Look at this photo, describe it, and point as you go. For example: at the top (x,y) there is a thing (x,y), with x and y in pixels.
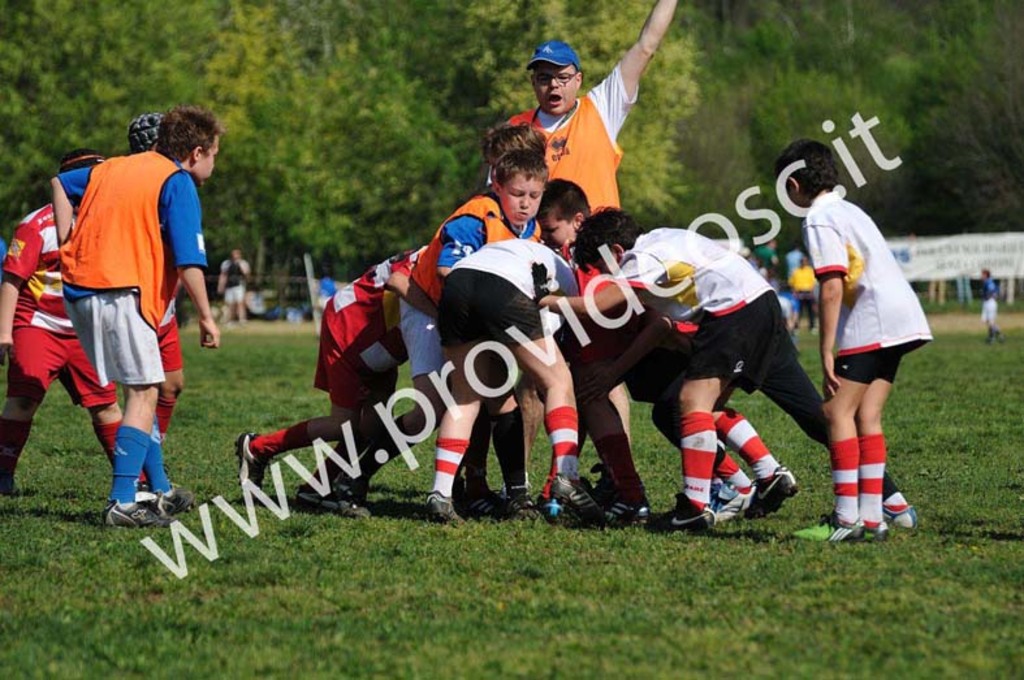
In this image, we can see a group of people (338,492). We can see the ground (405,573) covered with grass (1020,414). There are some trees (528,95) and banners (951,242).
